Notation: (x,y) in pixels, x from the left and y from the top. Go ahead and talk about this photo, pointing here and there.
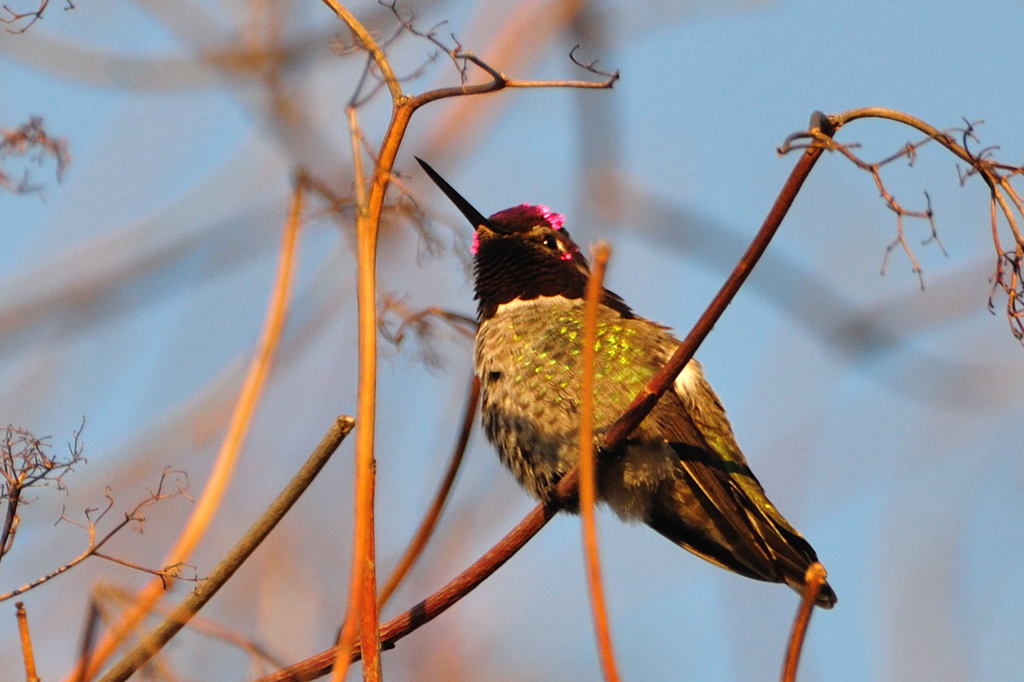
In the center of the image (372,371) we can see branches (537,508). On the branch (574,486), we can see one bird (593,463), which is in multi color. In the background (639,188) we can see the sky (834,442).
